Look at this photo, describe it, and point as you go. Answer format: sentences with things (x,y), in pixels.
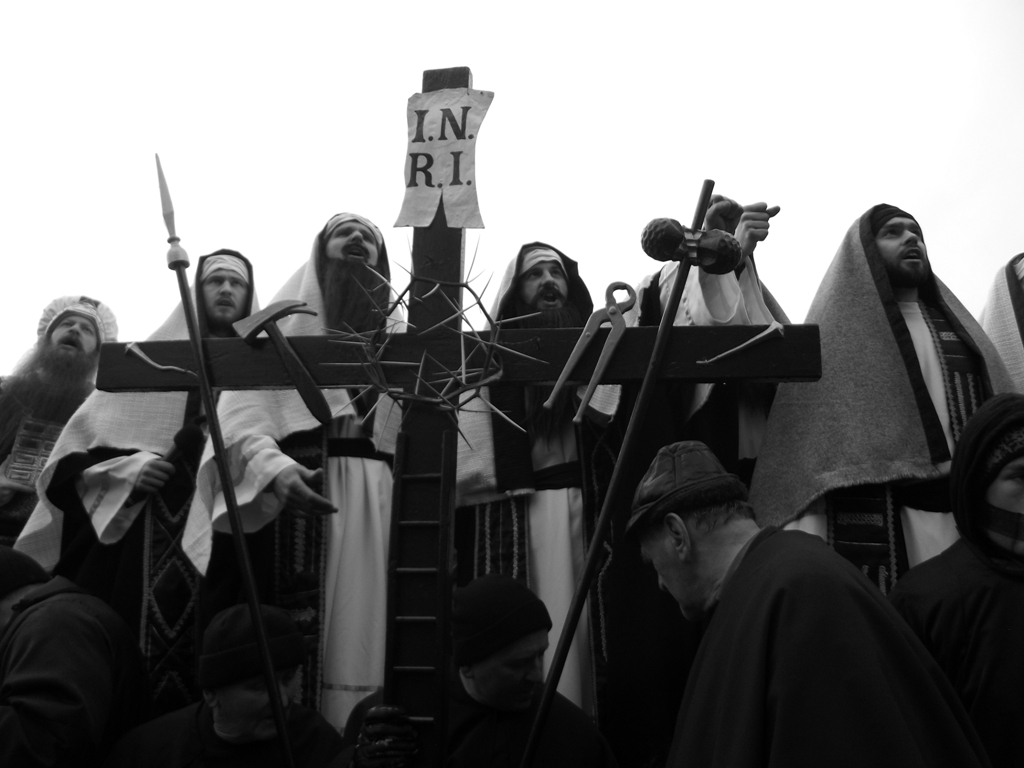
In this image there are people (315,465) standing at the center (353,299). At the bottom of the image (400,734) there is a person (484,667) holding cross symbol (438,230).
